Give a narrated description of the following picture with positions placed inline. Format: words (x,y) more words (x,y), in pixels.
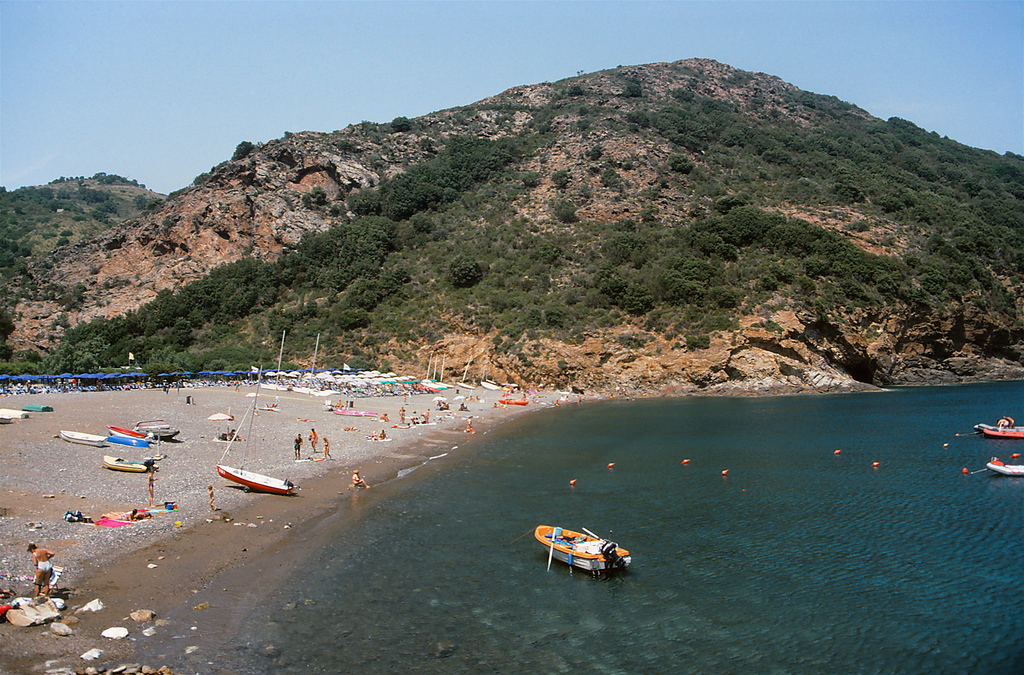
In this image we can see sky (343,88), hills (519,186), trees (745,230), ships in the sea (542,556), parasols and persons (297,449) sitting and standing on the sea shore (162,491).
